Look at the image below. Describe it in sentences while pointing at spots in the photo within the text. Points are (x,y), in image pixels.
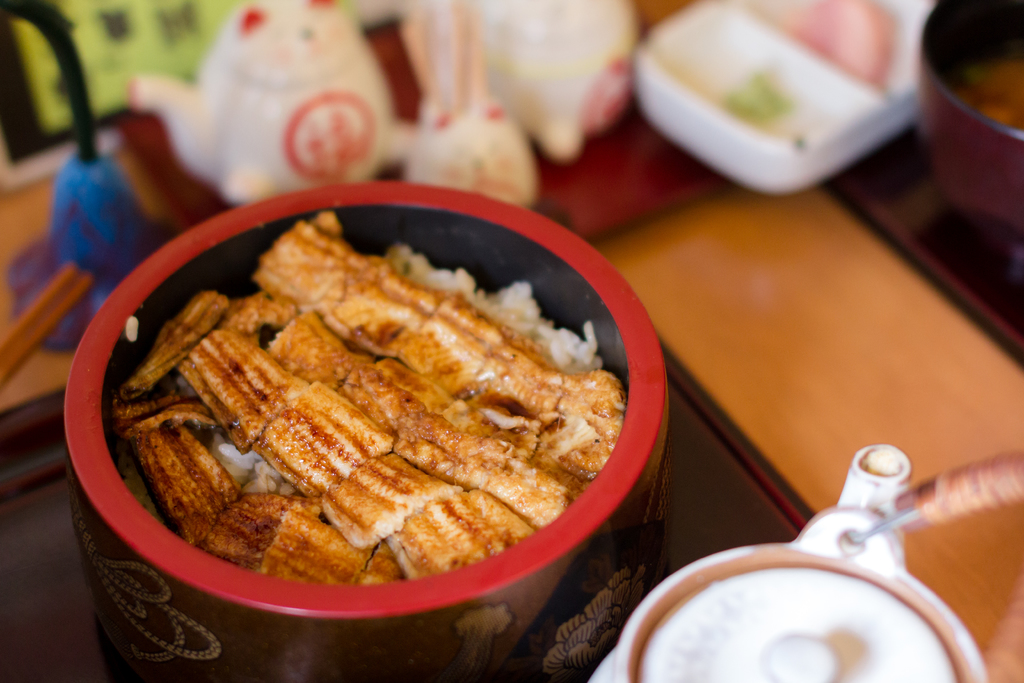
In this picture we can see bowls (237,649), food item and few more objects (24,649).
